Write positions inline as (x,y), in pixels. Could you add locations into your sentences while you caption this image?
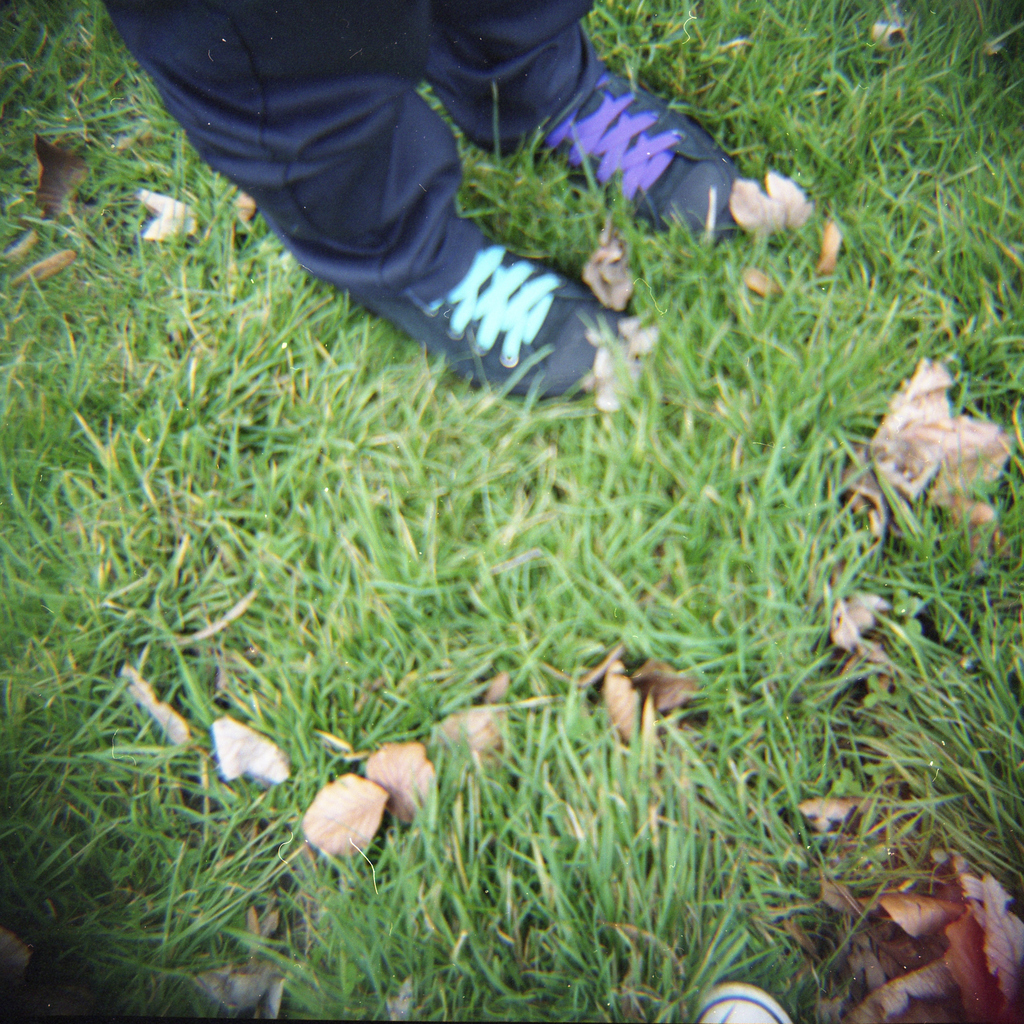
In this image there is grass (689,561), there are dried leaves (949,389) on the grass (359,693), there are person's legs (399,99) towards the top of the image (354,129), there is an object (709,1008) towards the bottom of the image (719,1008).
